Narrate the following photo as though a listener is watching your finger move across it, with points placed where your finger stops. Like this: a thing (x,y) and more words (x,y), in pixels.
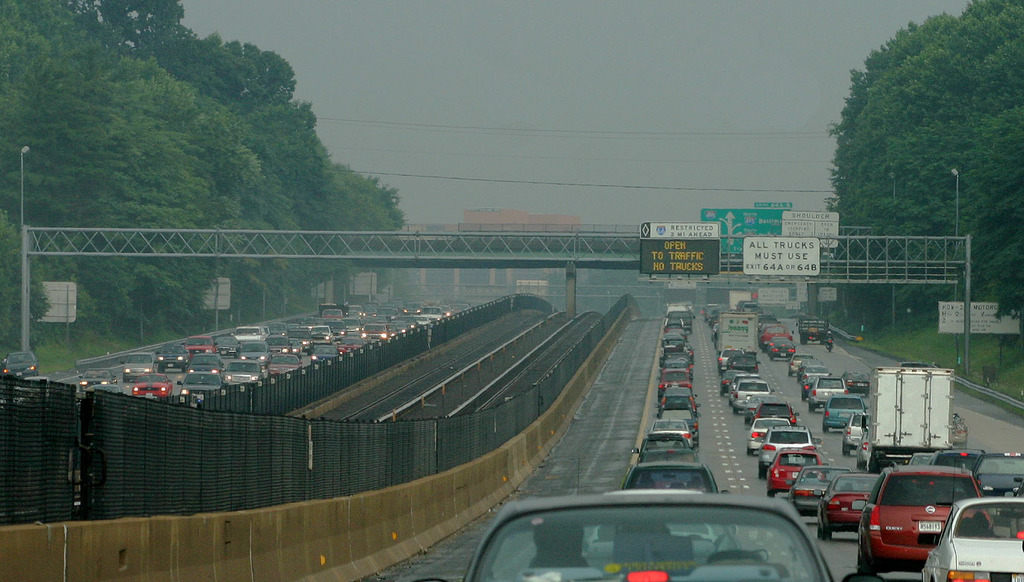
Background (372,27) portion of the picture is blurred. In this picture we can see beams (908,254), poles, lights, fence (482,313), boards (66,297), trees (147,296), grass (1016,397), railing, concrete barricades (529,455) and objects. We can see the vehicles (737,299) on the road (570,438).
